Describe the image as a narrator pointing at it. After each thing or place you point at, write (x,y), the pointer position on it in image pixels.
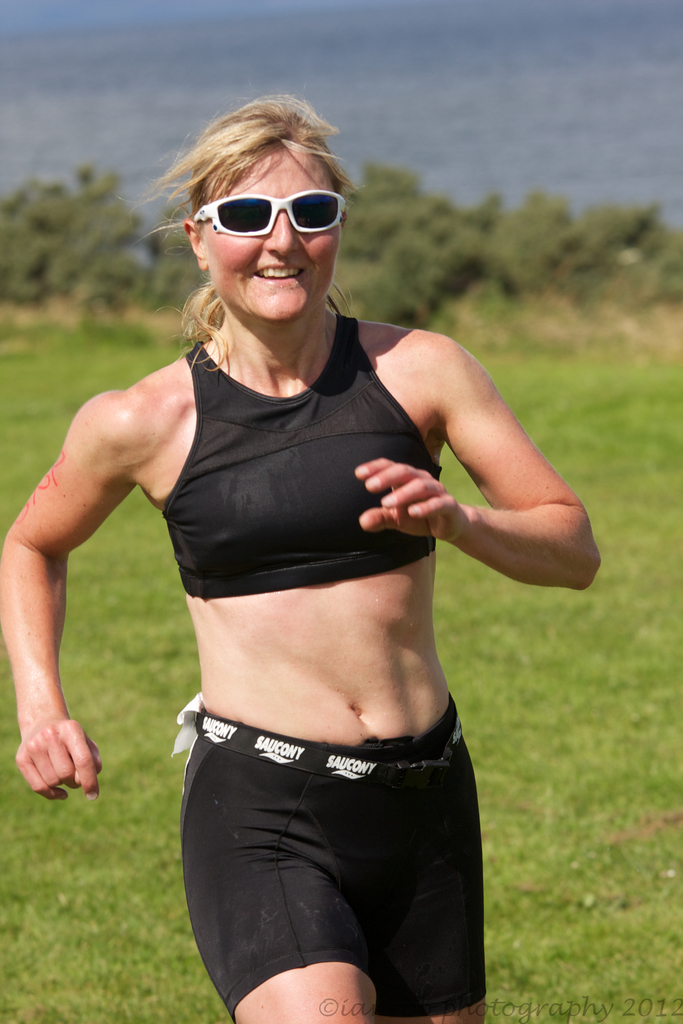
In the middle of this image (280,591), there is a woman (301,398) in a black color dress (318,941), wearing sunglasses (260,229), smiling and running. In the background (672,336), there are trees (406,190) and grass (521,344) on the ground (548,652) and there is water (28,1).
